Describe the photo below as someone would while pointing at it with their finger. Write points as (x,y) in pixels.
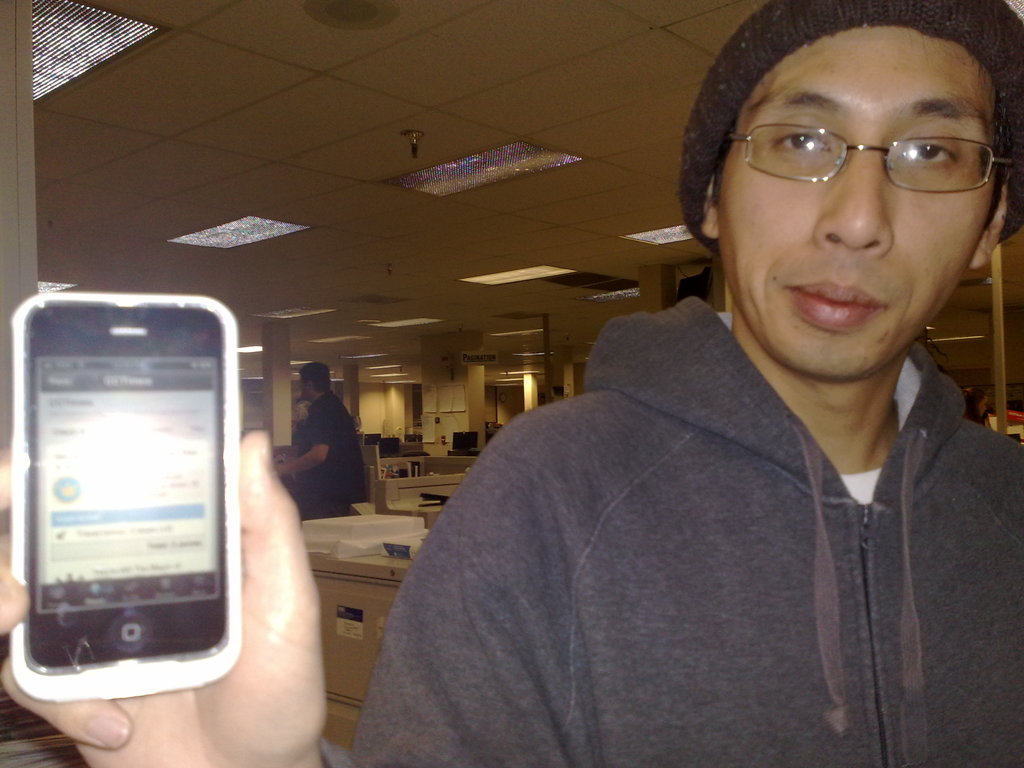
This image is taken inside a room (11,315). There are two men (304,489) in this room (627,221). In the right side of the image (756,41) a man (529,510) is standing, holding a mobile (111,442) in his hand (250,693). He is wearing a cap (1004,41) and spectacles (841,155). In the background (449,410) there is a wall (460,423) with charts (435,405) on it. There are pillars (269,372) and a man (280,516) standing. At the top of the image (288,106) there is a ceiling (392,199) with lights (55,48) and in this image there is a xerox machine (348,588).
